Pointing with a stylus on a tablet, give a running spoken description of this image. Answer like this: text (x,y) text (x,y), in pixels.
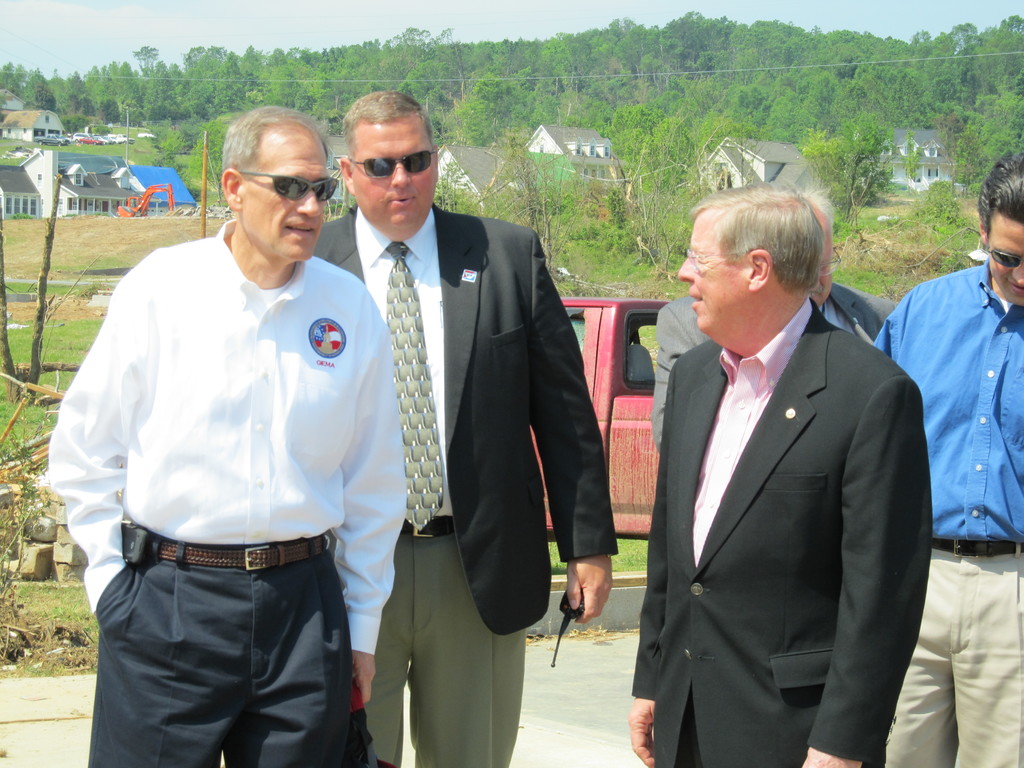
In the background (280,10) we can see the sky (481,10), trees (771,88), houses (900,176), vehicles (88,135). It seems like an excavator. In this picture we can see the green grass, road (630,652), people (688,560) standing. We can see a man (458,445) wearing goggles (410,163), shirt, tie (408,303), blazer (476,295) and he is holding a walkie-talkie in his hand (599,580).
